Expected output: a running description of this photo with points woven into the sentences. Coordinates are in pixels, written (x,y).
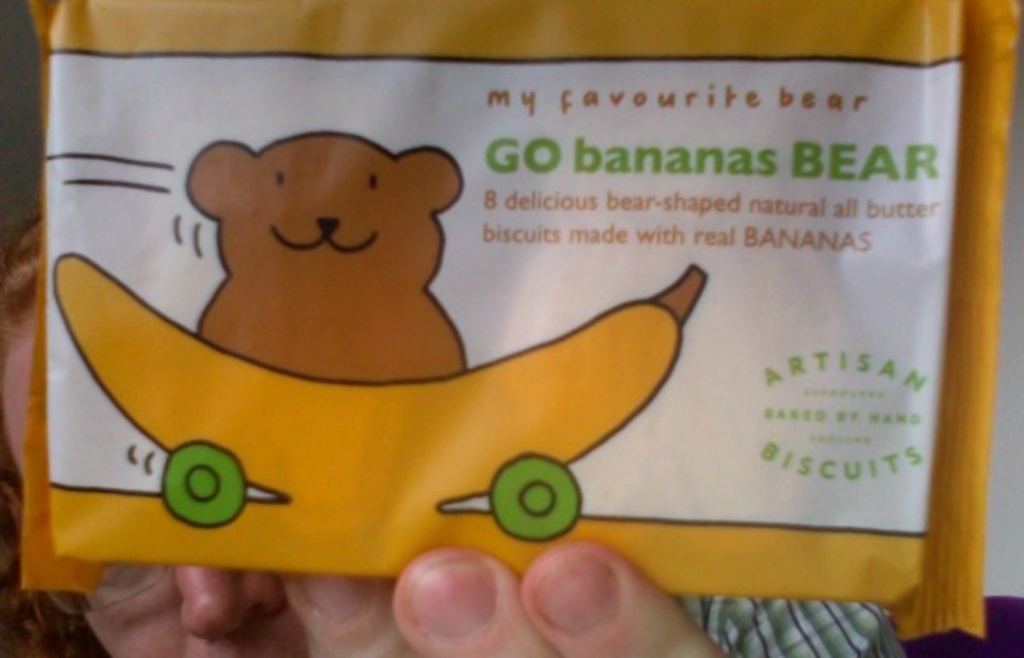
At the bottom of the image (429,619) there is a woman (398,618) and she is holding a packet (397,440) with an image (278,279) of a teddy bear (385,304) and a banana (251,379) on it and there is a text (697,92) on the packet (693,311).
